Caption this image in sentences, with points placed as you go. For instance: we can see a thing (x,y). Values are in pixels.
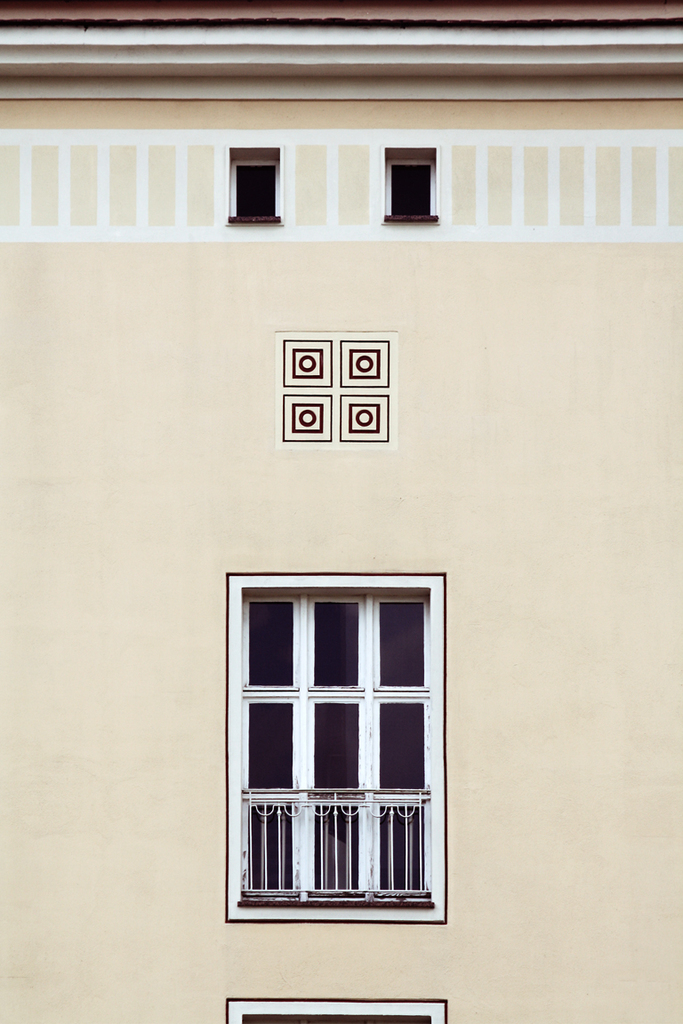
In this image I can see the wall (634,789) with the windows (345,756).
